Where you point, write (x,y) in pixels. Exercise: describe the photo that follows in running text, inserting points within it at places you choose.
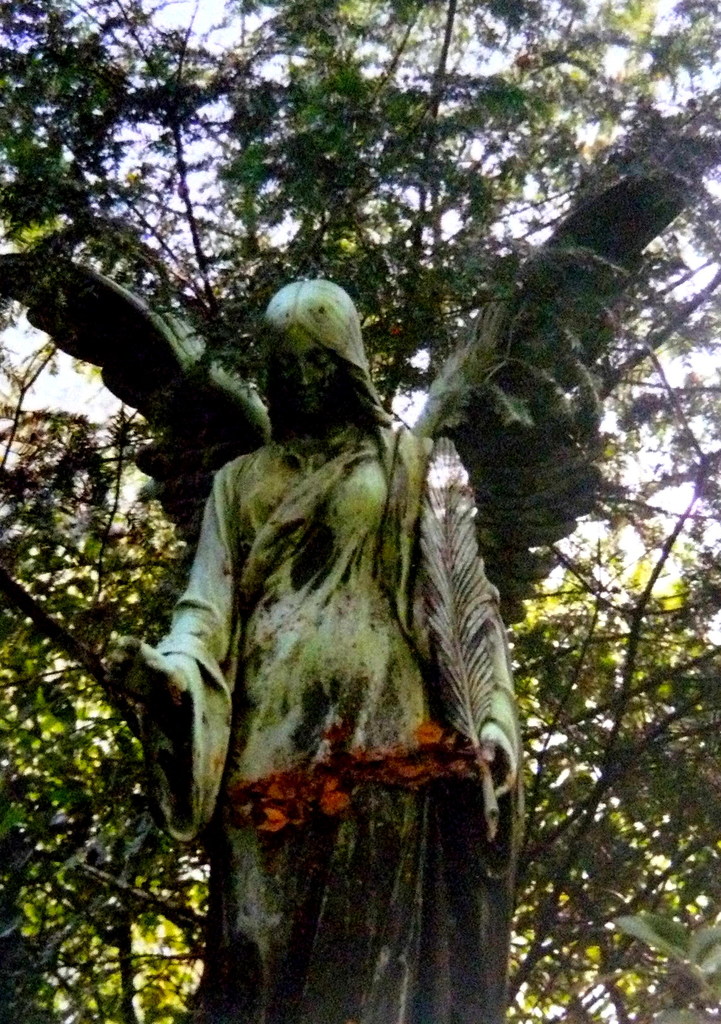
In the image there is a statue (279,511) of an angel (279,435) in front of the tree (321,195).
